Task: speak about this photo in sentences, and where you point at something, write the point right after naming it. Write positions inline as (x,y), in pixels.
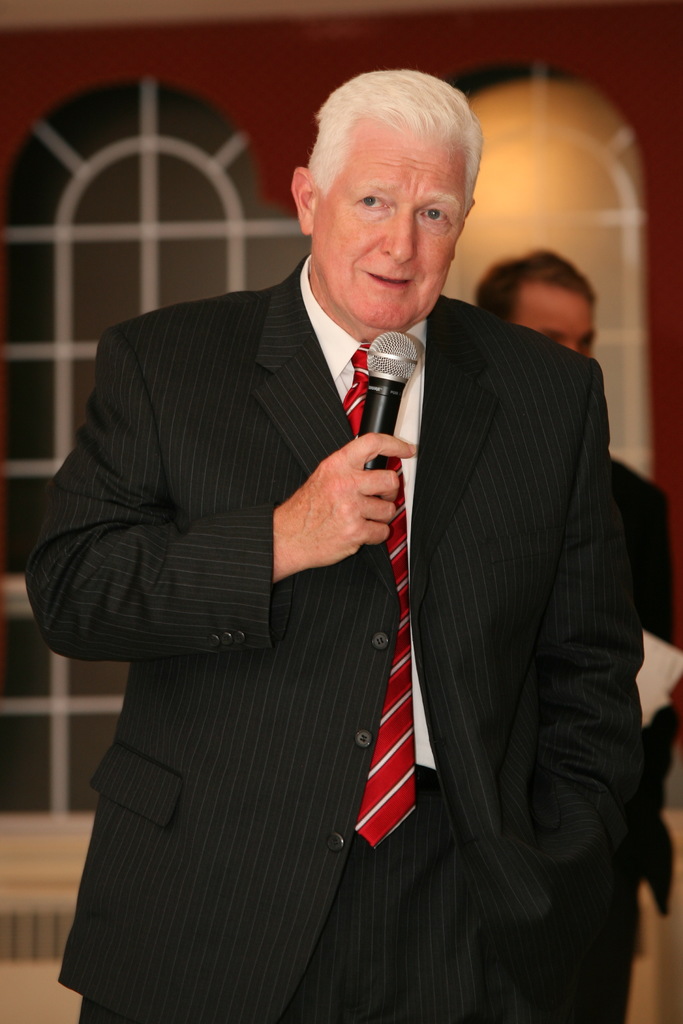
In this picture there is a old man (156,354) holding a microphone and smiling looking at someone else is also another person (557,309) standing in the backdrop (583,288).
